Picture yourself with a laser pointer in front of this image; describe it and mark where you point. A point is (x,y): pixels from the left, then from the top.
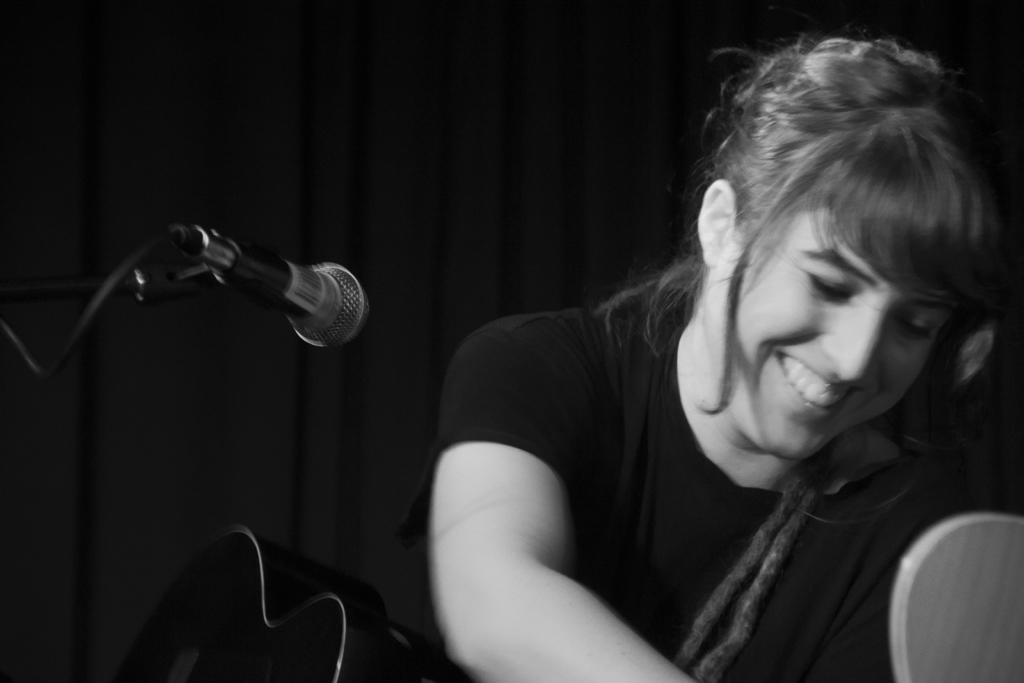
In this picture girl (635,373) at the center (615,418) is having smile (794,381) on her face (820,365) and holding a musical instrument (243,639). In the front (328,310) there is a mic (264,267).
